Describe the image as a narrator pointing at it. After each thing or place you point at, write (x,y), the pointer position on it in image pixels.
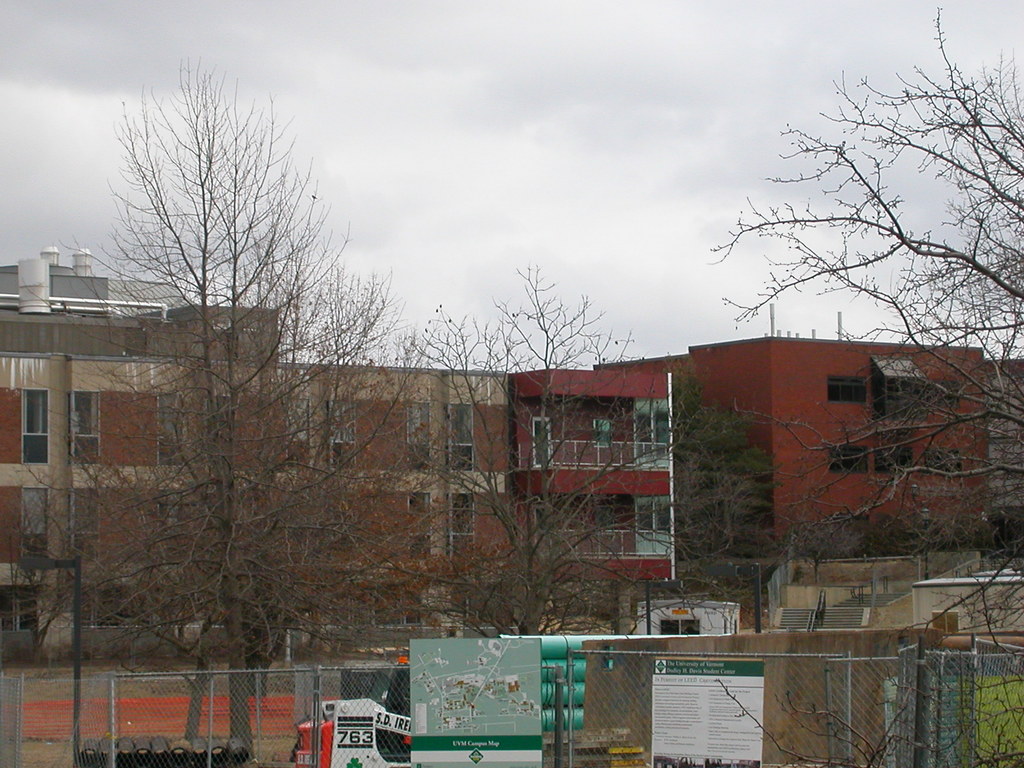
In the image there are dry trees (249,681), mesh (278,682) and behind the mesh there are many objects (99,735), in the background (610,427) there are buildings (43,336).
